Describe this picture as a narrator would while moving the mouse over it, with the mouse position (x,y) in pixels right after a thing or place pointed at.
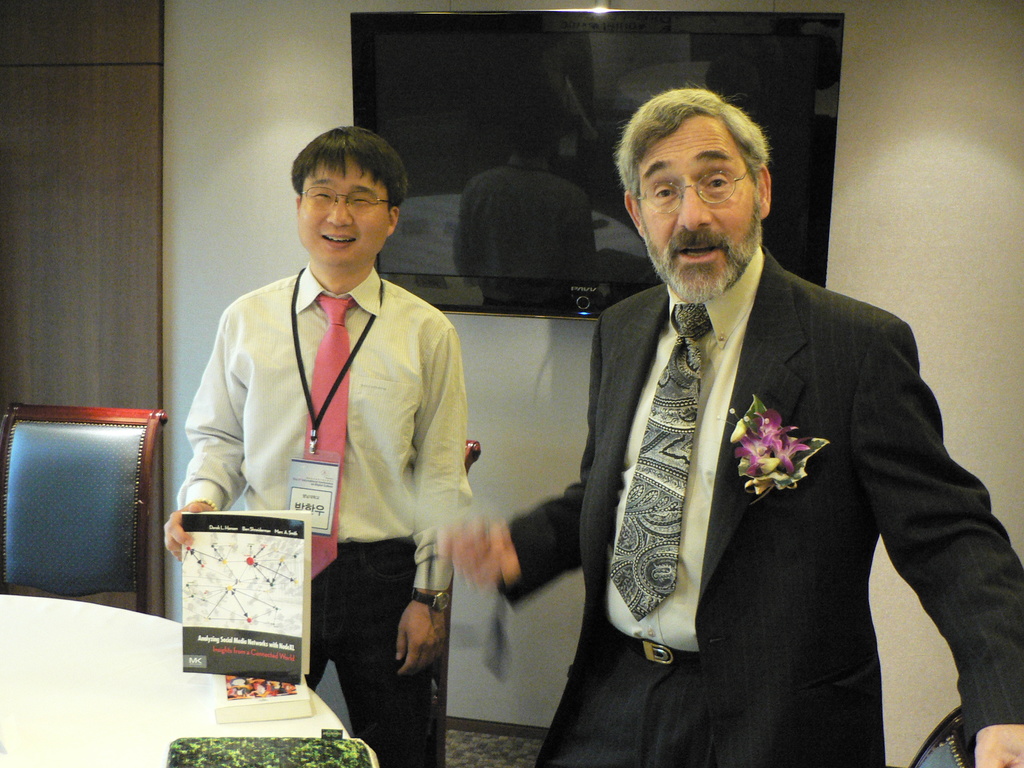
This image is taken indoors. In the background (227,215) there is a wall (879,265) and there is a television (530,99). On the left side of the image (63,500) there is an empty chair (19,559) and a table (207,727) with a few books (271,705) on it. In the middle of the image (405,362) a man (319,415) is standing and he is holding a book (203,571) in his hand (180,517) and there is a chair (478,455). On the right side of the image (710,291) a man (684,250) is standing.
